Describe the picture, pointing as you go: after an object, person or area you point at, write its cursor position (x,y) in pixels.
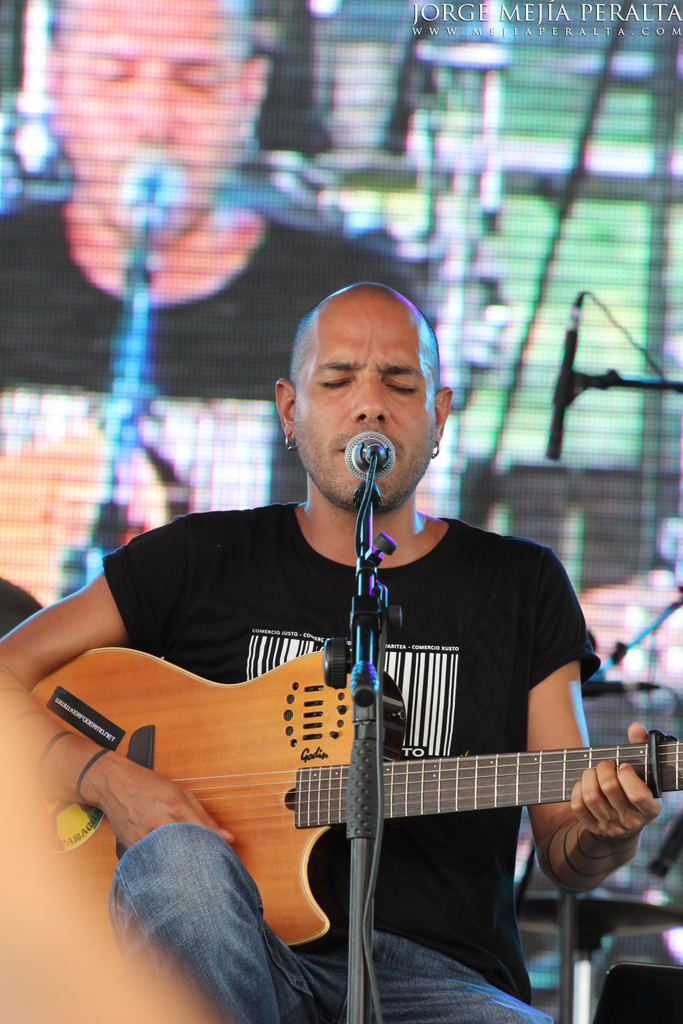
this picture shows a man (252,524) seated and playing guitar (190,673) and we see a microphone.
